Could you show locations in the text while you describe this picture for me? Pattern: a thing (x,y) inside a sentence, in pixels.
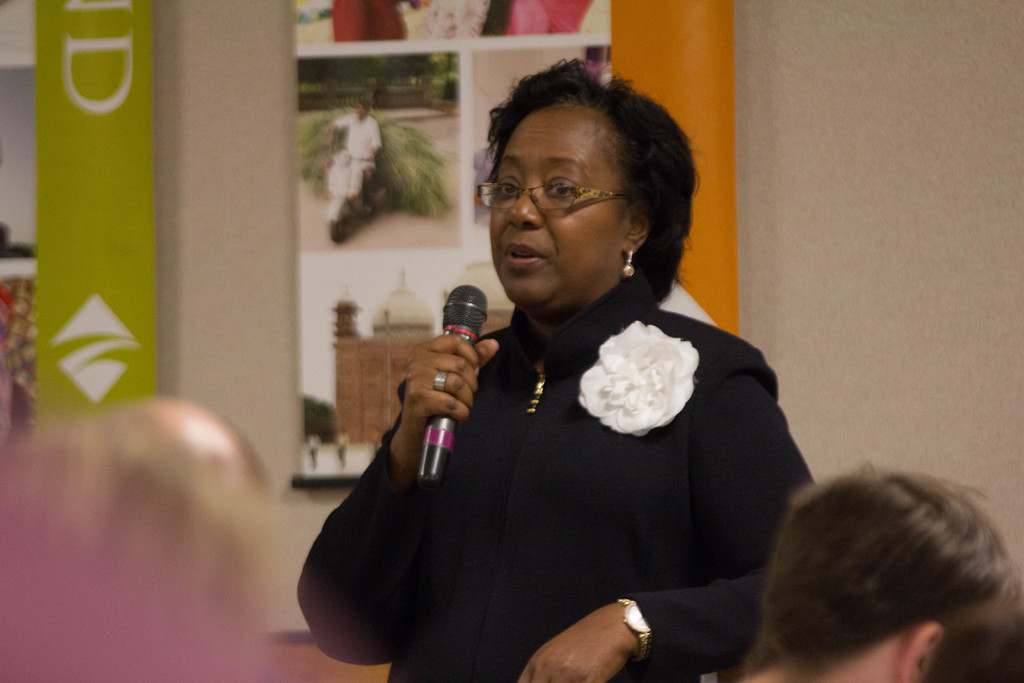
In this image a woman (473,355) wearing a black top (532,386), spectacles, watch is holding a mike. At the right bottom corner (822,532) there are few persons (868,614). Backside of her there are few photos (420,157) attached to the wall (918,28).
